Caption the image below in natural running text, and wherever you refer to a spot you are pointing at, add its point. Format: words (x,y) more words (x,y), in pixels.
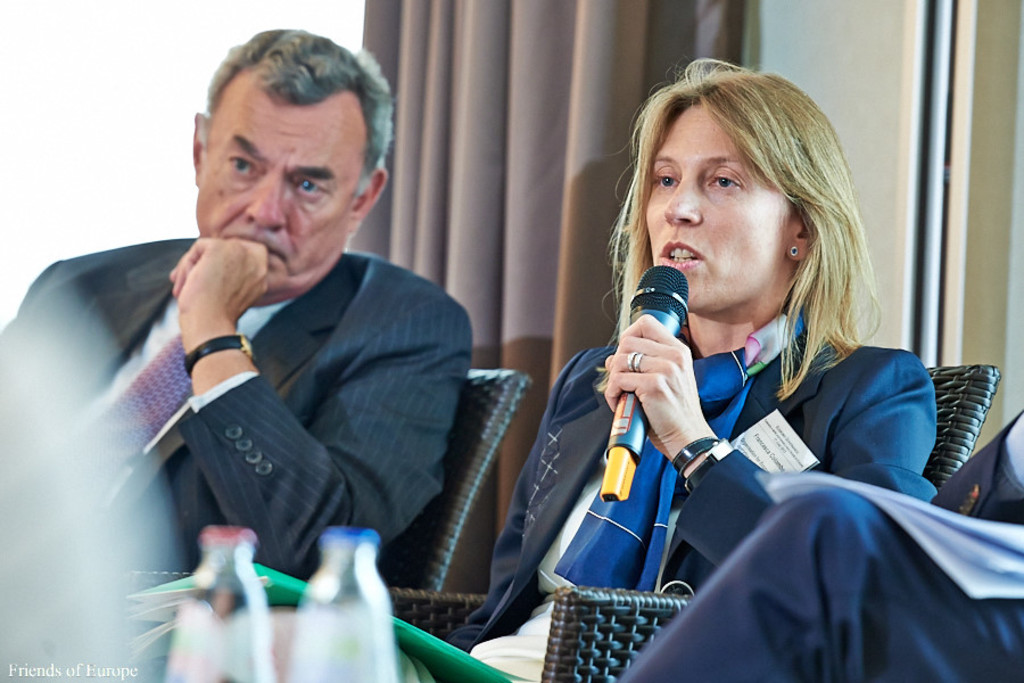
In this picture we can see a man (246,348) and a woman (562,412) sitting on the chairs (437,556). She is holding a mike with her hand (669,376). And these are the bottles (239,666). On the background (89,60) we can see the wall (155,73) and this is curtain (533,123).
